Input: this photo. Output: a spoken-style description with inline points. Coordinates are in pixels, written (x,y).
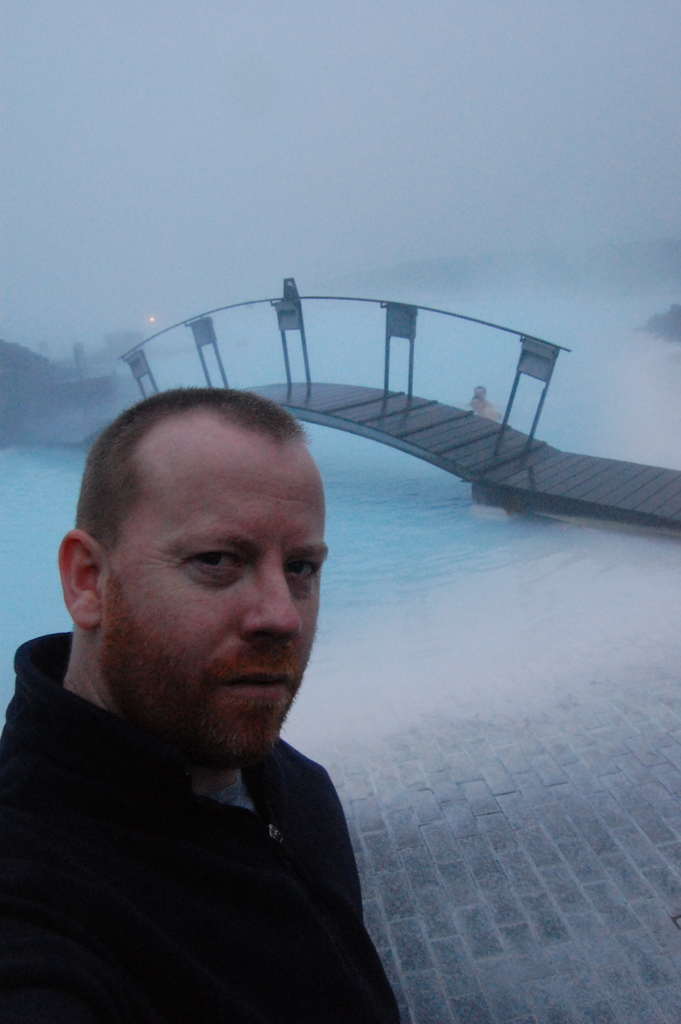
In this image I can see a person (236,608) on the left side (138,676) and at the top (204,149) I can see the sky (611,190) and in the middle (398,396) I can see the bridge (321,383), under the bridge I can see water (395,523).
